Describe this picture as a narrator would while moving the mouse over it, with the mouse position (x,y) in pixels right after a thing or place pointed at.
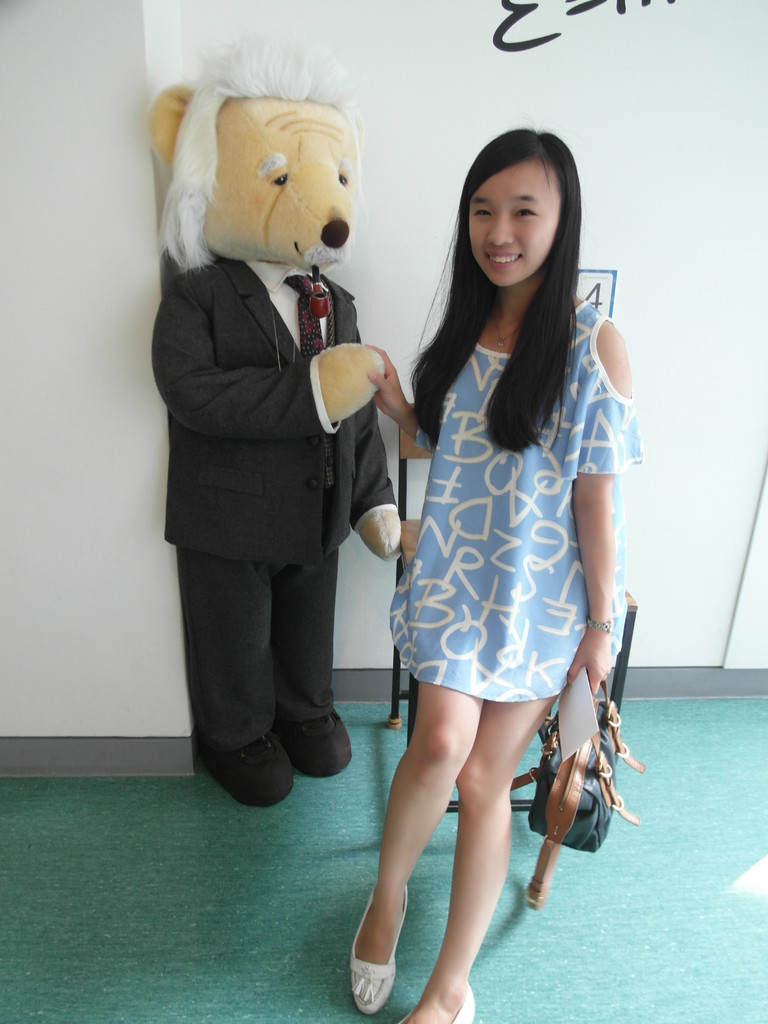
In this image we can see a girl (597,688) standing on the ground (508,925) holding a bag (570,822) and some papers (564,699). On the backside (293,616) we can see a chair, doll (301,694) and some text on a wall (31,460).
